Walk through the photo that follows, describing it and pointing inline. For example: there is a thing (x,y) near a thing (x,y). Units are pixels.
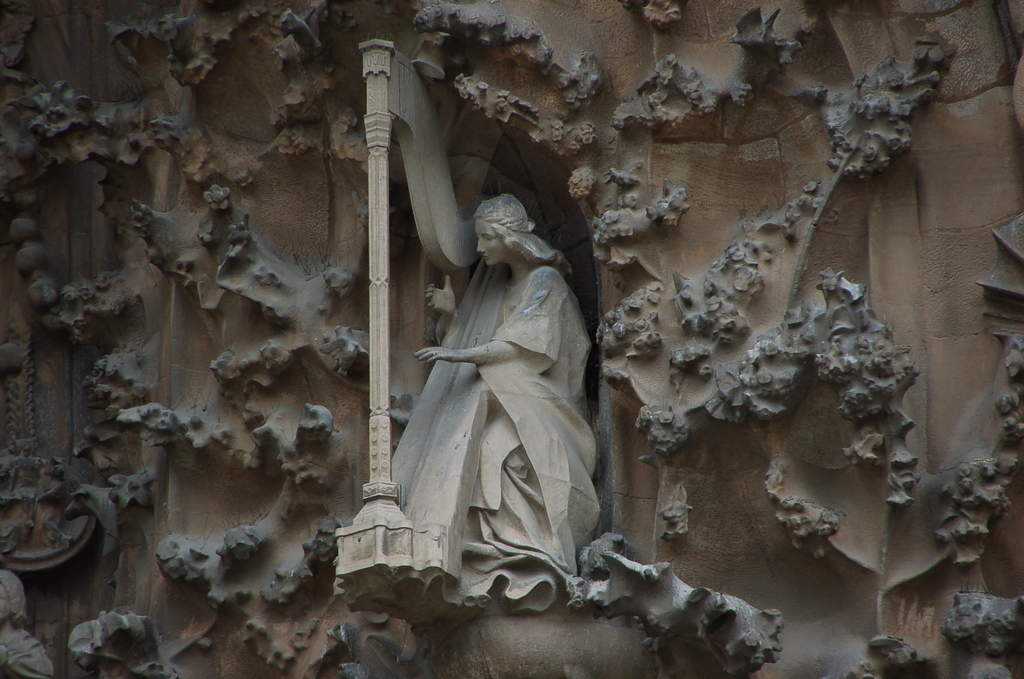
In this image we can see a statue (446,326) on the wall (344,282).
